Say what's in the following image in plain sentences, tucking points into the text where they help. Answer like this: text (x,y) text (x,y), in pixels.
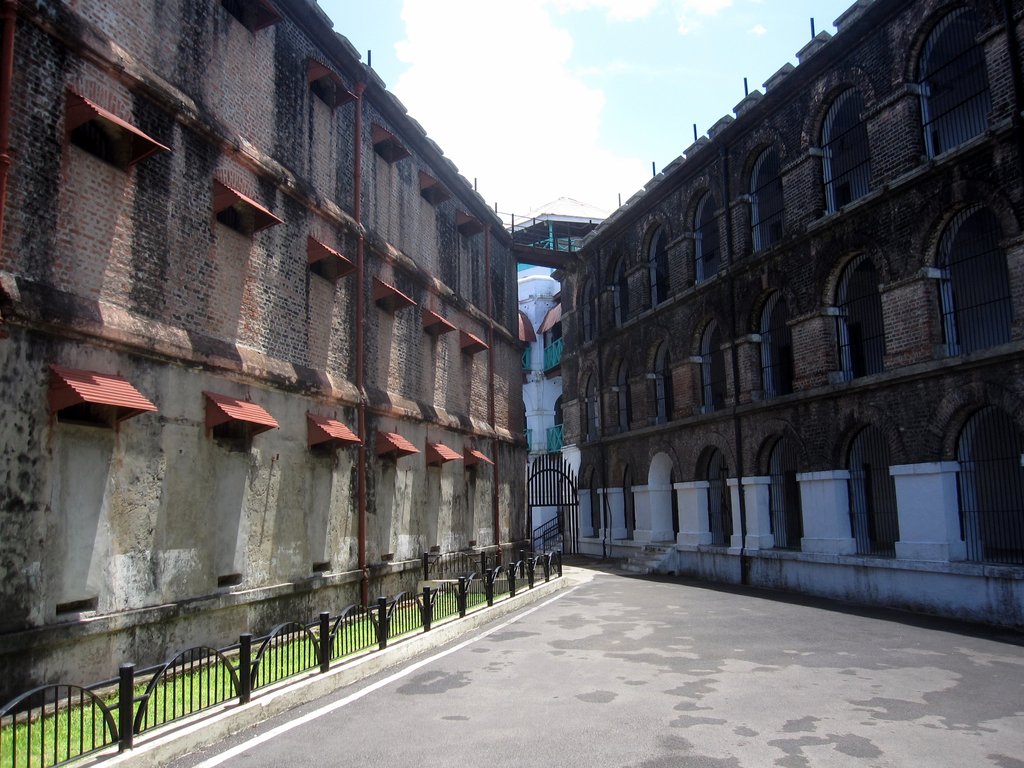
In this image we can see the cellular jail (239,497), one road (581,564), one black fence (552,564) with poles (123,696), some grass (207,689) on the surface (305,661), some poles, one black gate (575,489), one staircase (658,549), some sky blue color small fences (552,242), one small bridge (535,240) connected the building (381,555) and at the top (425,83) there is the sky (392,86).
